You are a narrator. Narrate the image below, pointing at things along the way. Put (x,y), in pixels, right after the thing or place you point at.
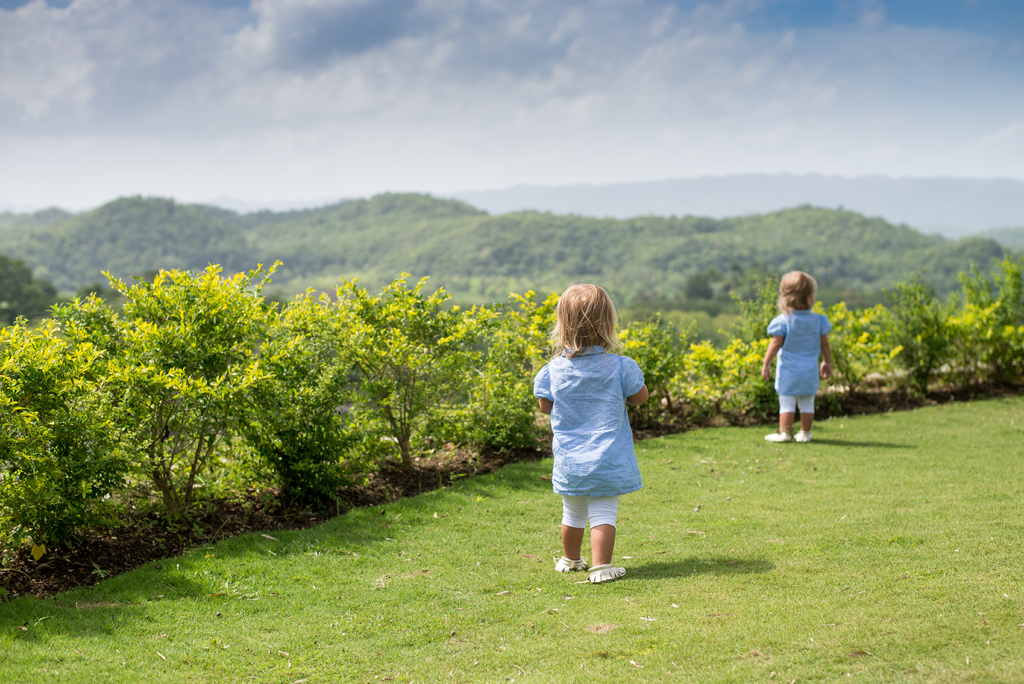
In this image we can see two kids (614,521) on the ground (465,552), there are few plants (504,372), mountains (591,271) and the sky (753,28) with clouds (662,68) in the background (575,110).
